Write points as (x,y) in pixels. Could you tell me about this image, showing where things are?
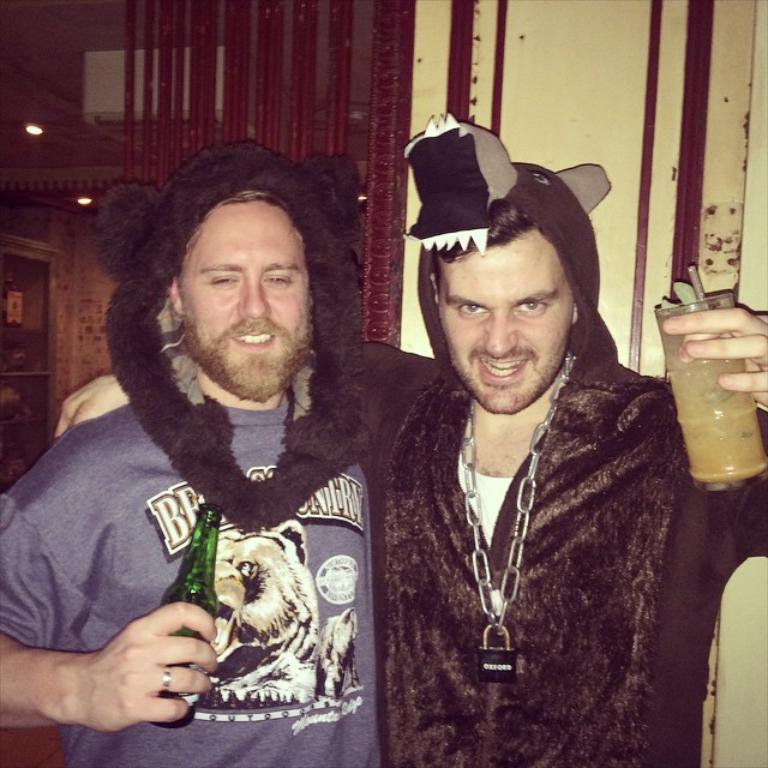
There are two men (479,442) in this picture holding a drink bottle (208,542) in his hand (168,656) and the other guy (565,608) is holding a glass (695,390) with some drink (714,436) in it. In the background (537,77) there is a wall (397,72) here.
